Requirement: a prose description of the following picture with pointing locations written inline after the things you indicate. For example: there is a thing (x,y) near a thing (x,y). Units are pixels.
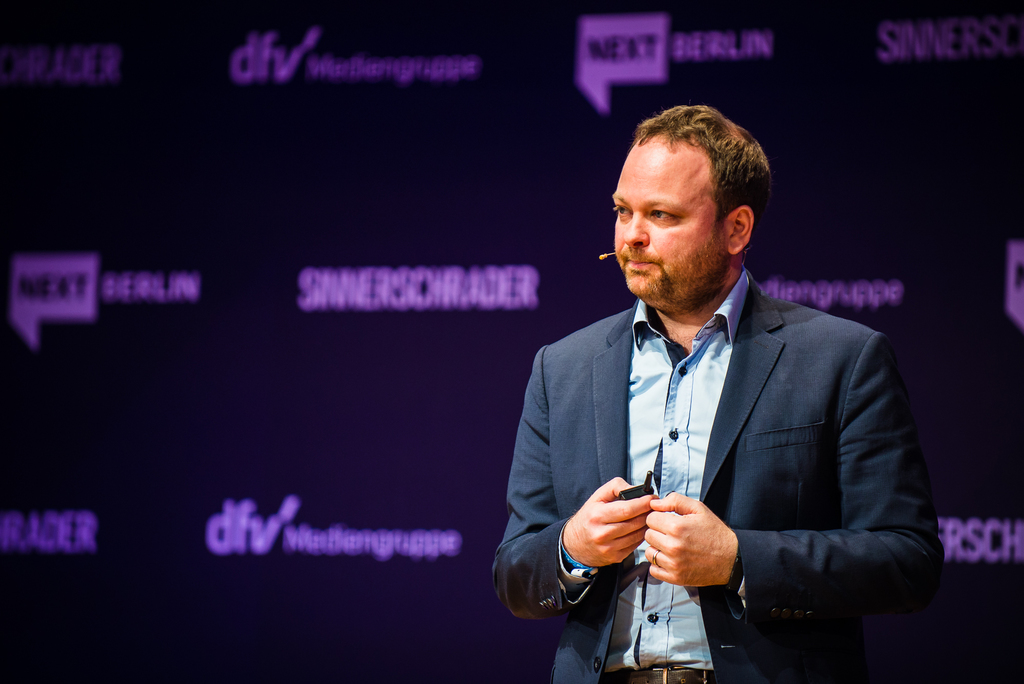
In this picture I can see a man (666,367) standing in front (589,606) and I see that he is wearing formal dress (552,554). I can also see that he is holding a black color thing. In the background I see few words (997,557) written.
